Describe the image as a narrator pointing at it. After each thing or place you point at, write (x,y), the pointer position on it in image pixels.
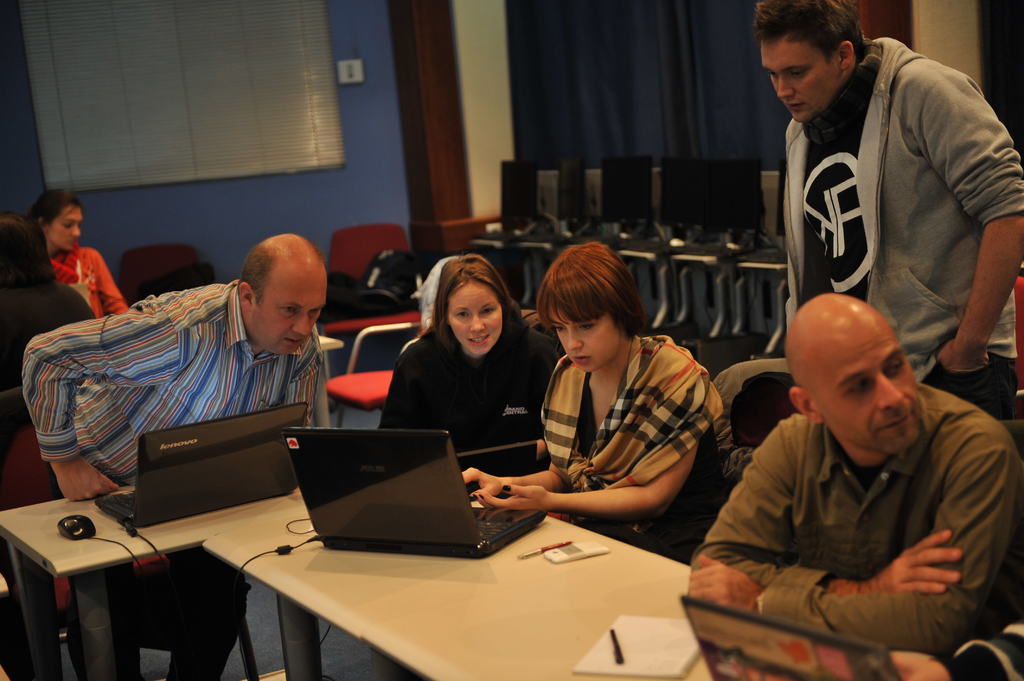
in the picture we can see the room (254,340), in which people (237,344) are sitting and doing some work here we can see the table (468,592) and chair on the table (409,608) we can see the laptop (382,541), cables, mouse (83,519) near the persons (233,408).
